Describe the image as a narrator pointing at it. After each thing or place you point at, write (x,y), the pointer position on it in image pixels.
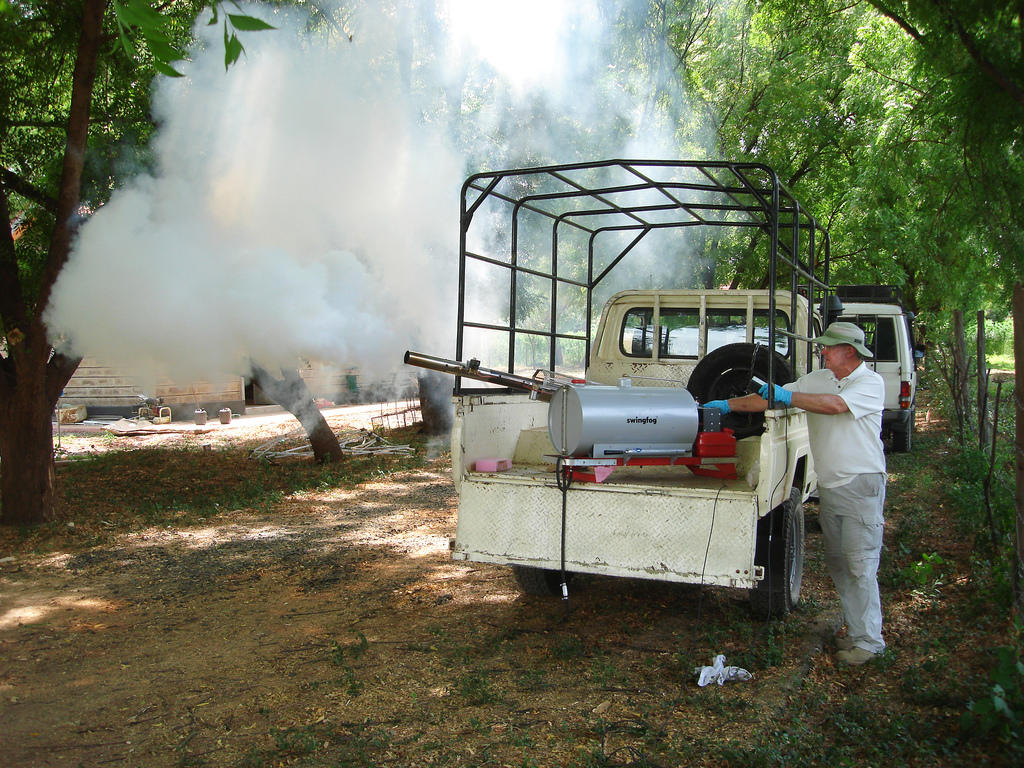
In this picture there is a man (730,410) who is standing on the right side of the image (867,508) and there is a vehicle (665,313) in the center of the image (555,380), it seems to be there is a machine (548,378) in it and there is another vehicle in the image and there are trees (771,35) on the right (997,277) and left side of the image (142,16), it seems to be there is a house (331,365) in the background area of the image (402,376) and there is smoke (317,262) in the image.
